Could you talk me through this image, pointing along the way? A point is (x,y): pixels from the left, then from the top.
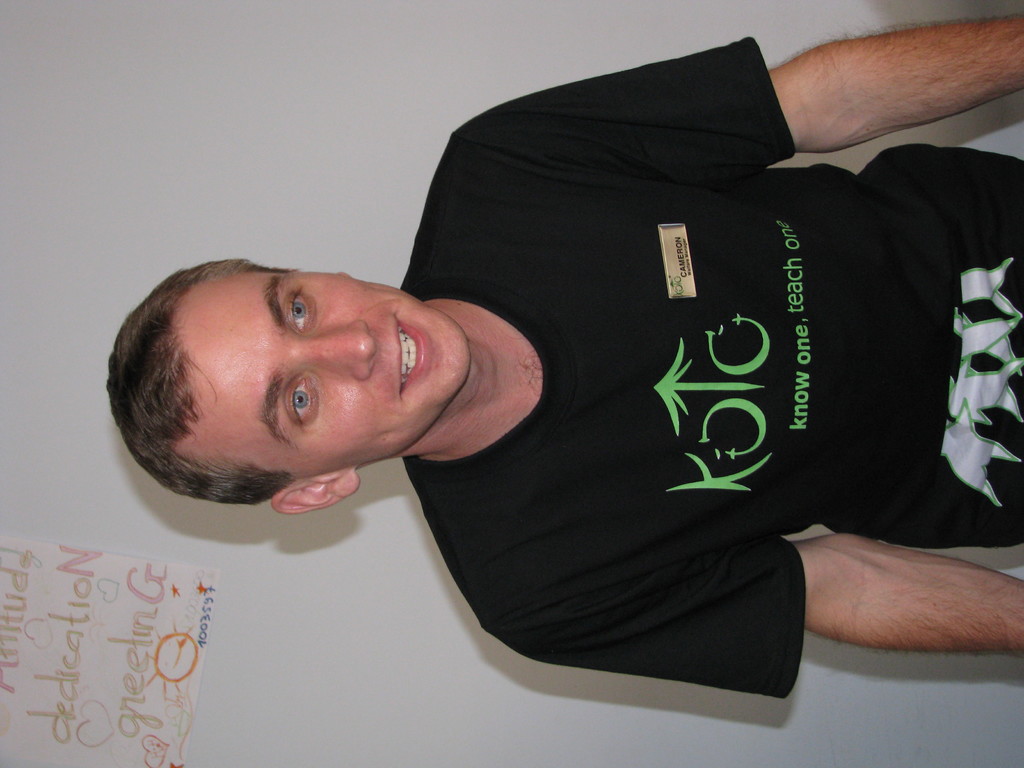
Here we can see a man (655,520) and in the background (38,662) there is a paper (92,688) with some texts (91,688) written on it and it is on the wall (61,495).
